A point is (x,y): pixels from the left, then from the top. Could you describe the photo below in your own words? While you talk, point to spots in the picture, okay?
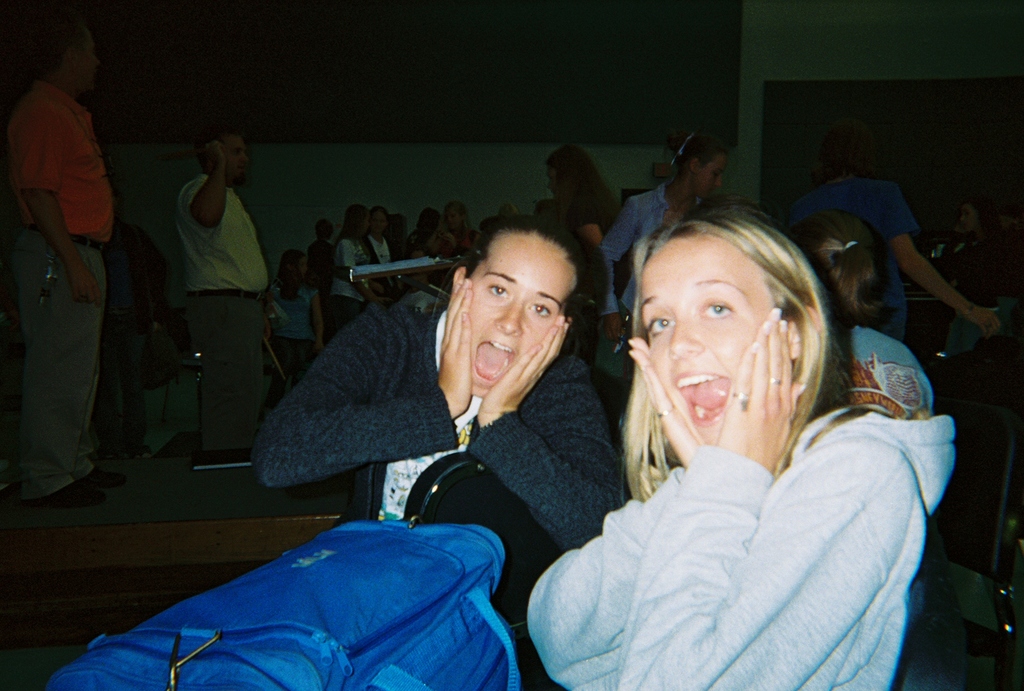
In the image there are two people (563,568) sitting on the chair (943,682) in the front (523,629) and there is a blue luggage (380,594) in front of them, they are giving an excitement expression and behind them there are many other people (615,217), in the background (670,119) there is a wall (670,119).
